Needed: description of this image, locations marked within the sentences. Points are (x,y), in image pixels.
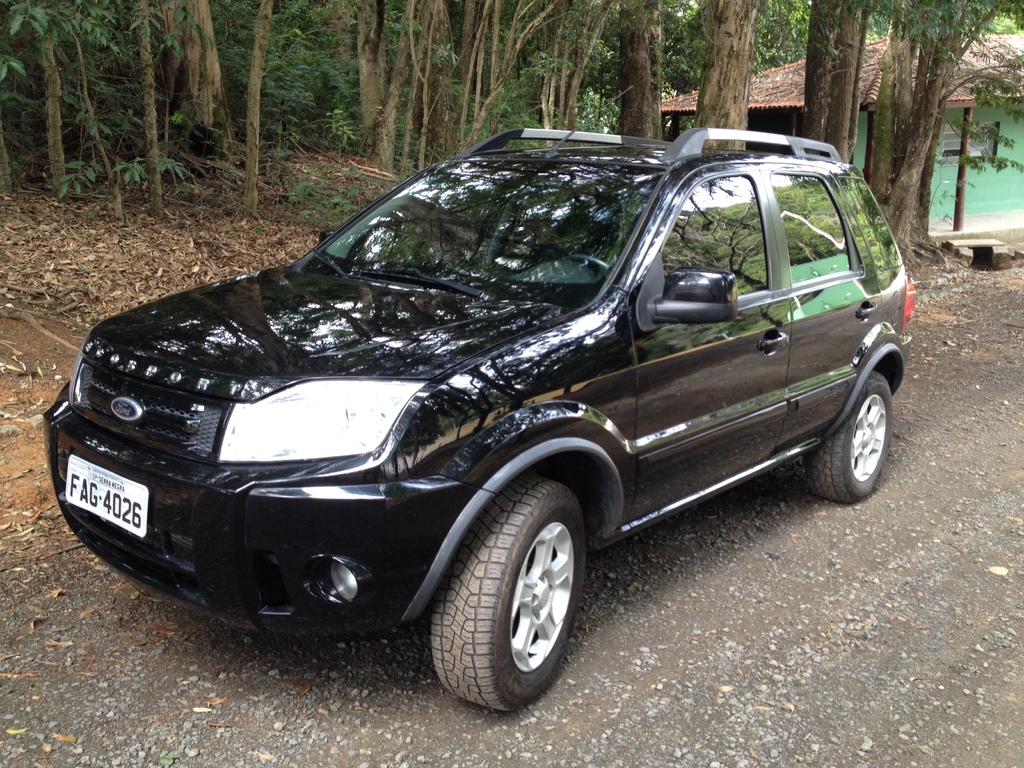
In the middle of this image (508,335) there is a black color car (622,331) on the road (829,606). In the background (188,141) there are many trees (483,68). On the right side (963,205) there is a house (1006,148).
